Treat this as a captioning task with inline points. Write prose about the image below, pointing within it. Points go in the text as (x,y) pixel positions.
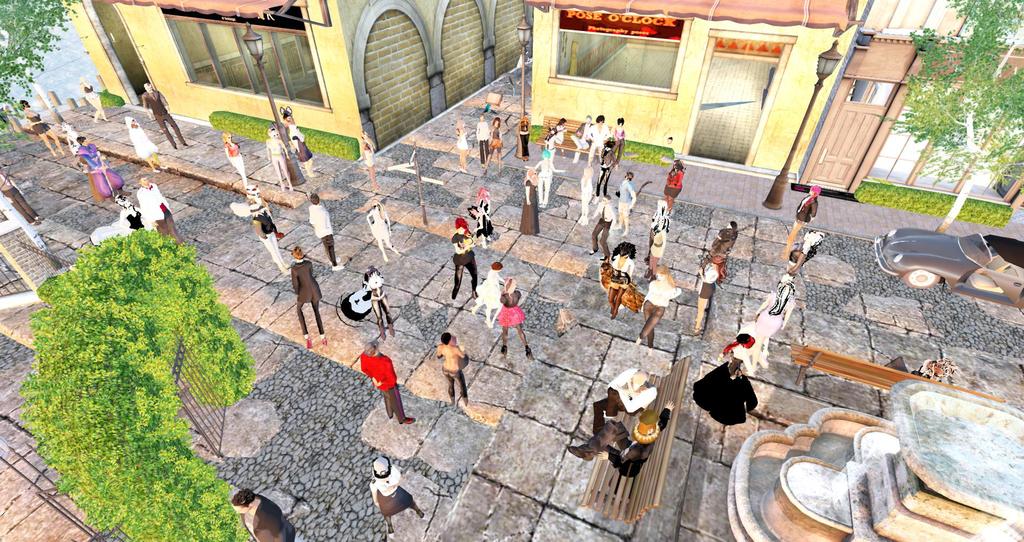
In this picture we can see a group of people (603,145) standing on the ground (399,209), gate (218,388), trees (1000,84), cars (974,250), buildings (706,63), poles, fountain (836,438), benches (853,375).
